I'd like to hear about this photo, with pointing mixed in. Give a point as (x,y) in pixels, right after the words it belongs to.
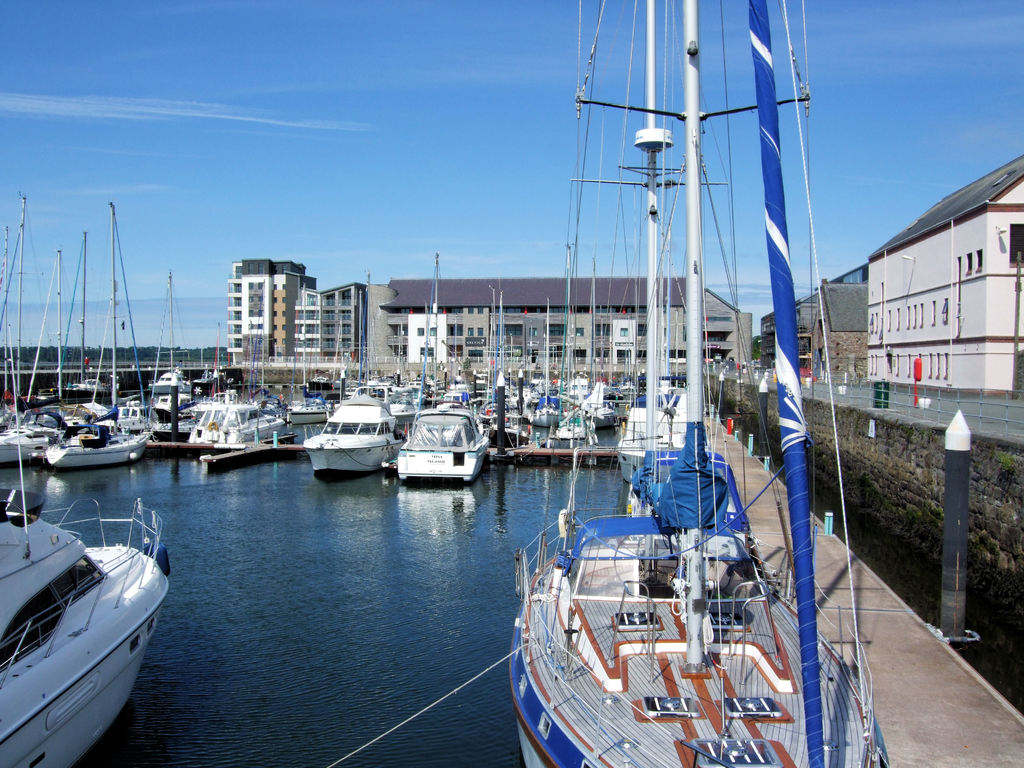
In this image there are ships (640,742) on the water (387,503). In the background (597,313) there are buildings (734,336) and on the right side (868,442) there is a wall (881,459).
